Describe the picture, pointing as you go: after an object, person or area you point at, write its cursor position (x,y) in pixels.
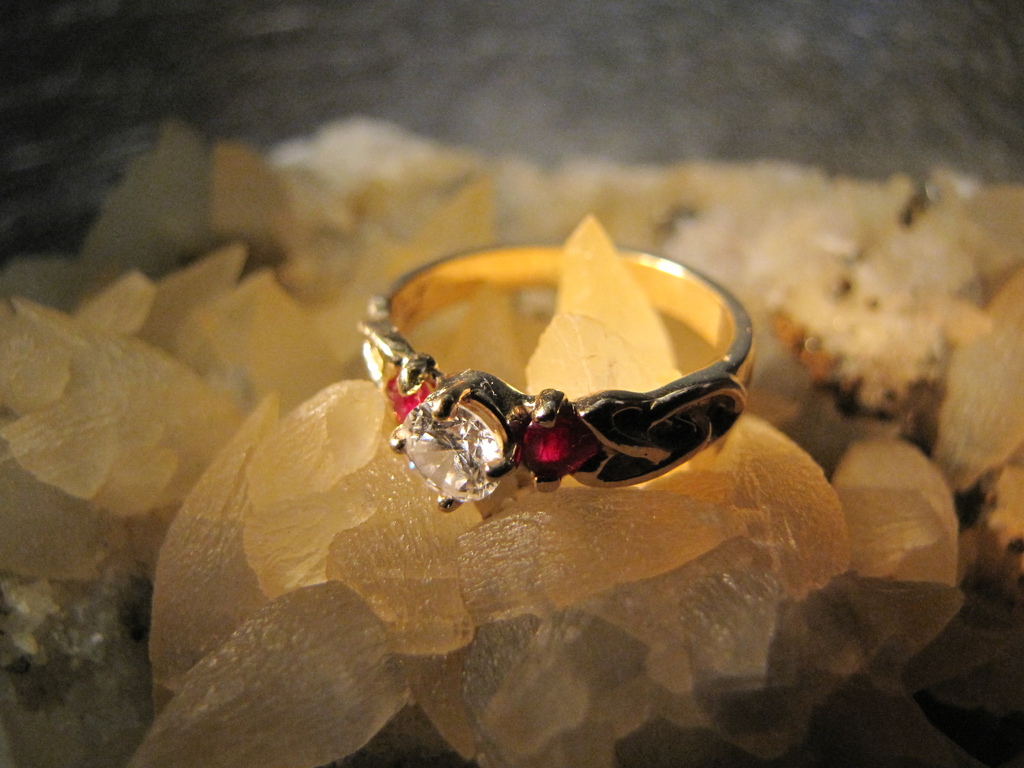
In this picture, we see a ring (671,442) which has the white and red stones (425,431). At the bottom (563,648), it looks like the stones (609,648). In the background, it is grey in color. This picture is blurred in the background (577,94).
